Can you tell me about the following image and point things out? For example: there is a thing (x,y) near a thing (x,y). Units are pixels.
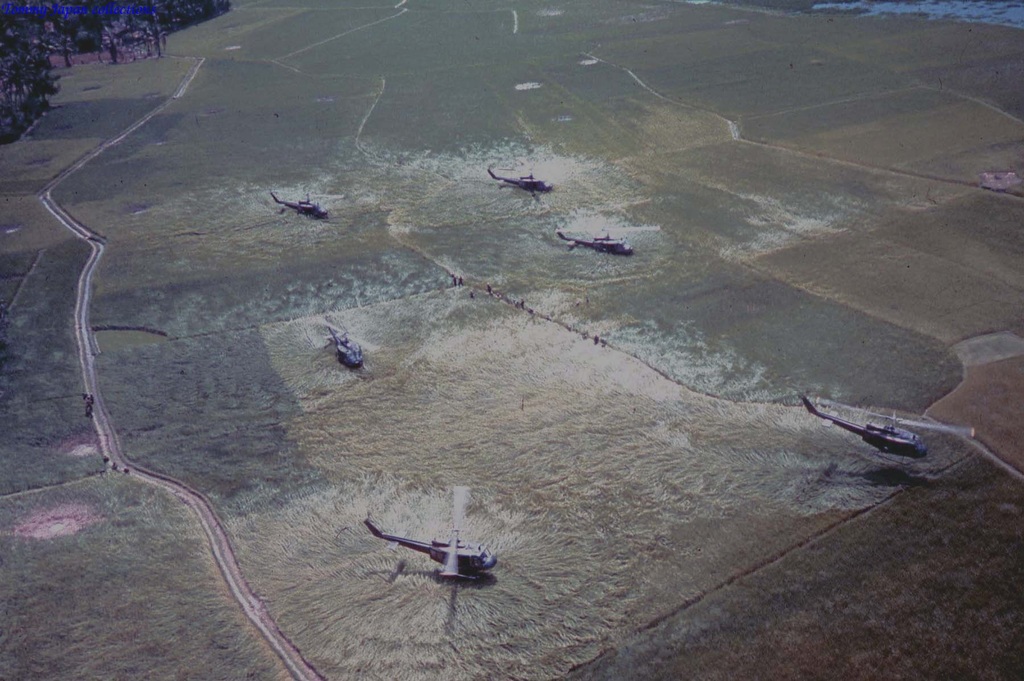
In this image, we can see helicopters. There are trees (108,47) in the top left of the image (164,23).
